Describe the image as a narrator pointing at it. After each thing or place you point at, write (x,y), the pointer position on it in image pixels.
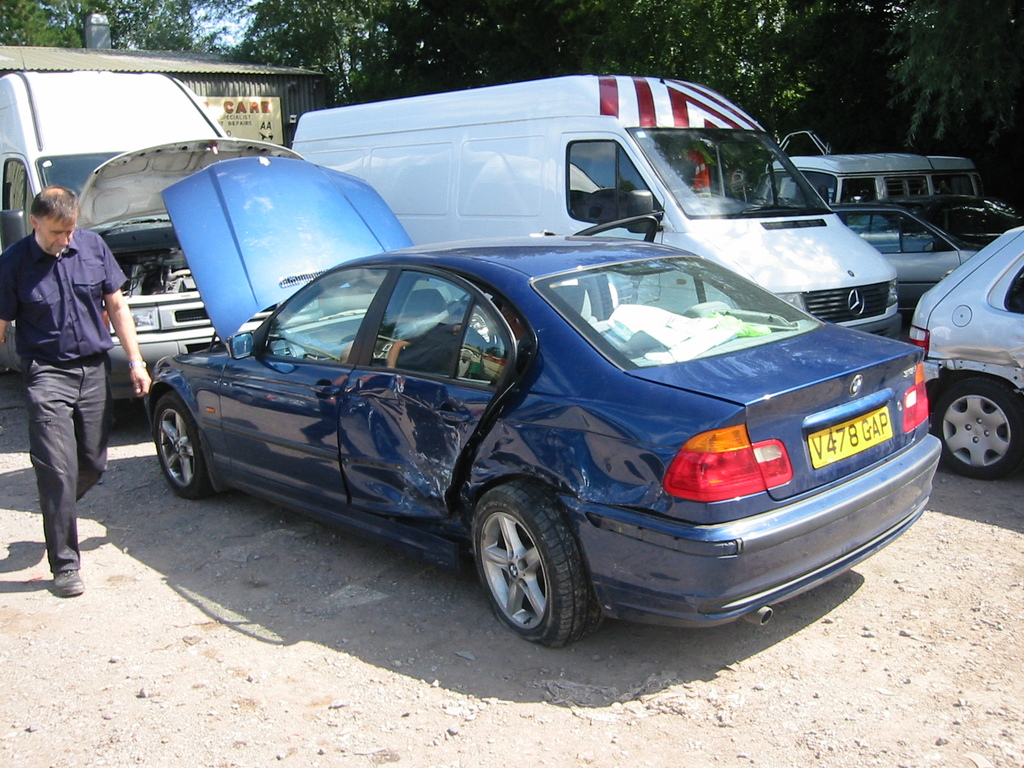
In this picture we can see a person (68,378) is walking and on the right side of the person (60,252) there are vehicles (517,223) parked. Behind the vehicles (196,205), it looks like a shed (228,91) and behind the shed (235,80) there are trees (396,82) and the sky (222,31).
